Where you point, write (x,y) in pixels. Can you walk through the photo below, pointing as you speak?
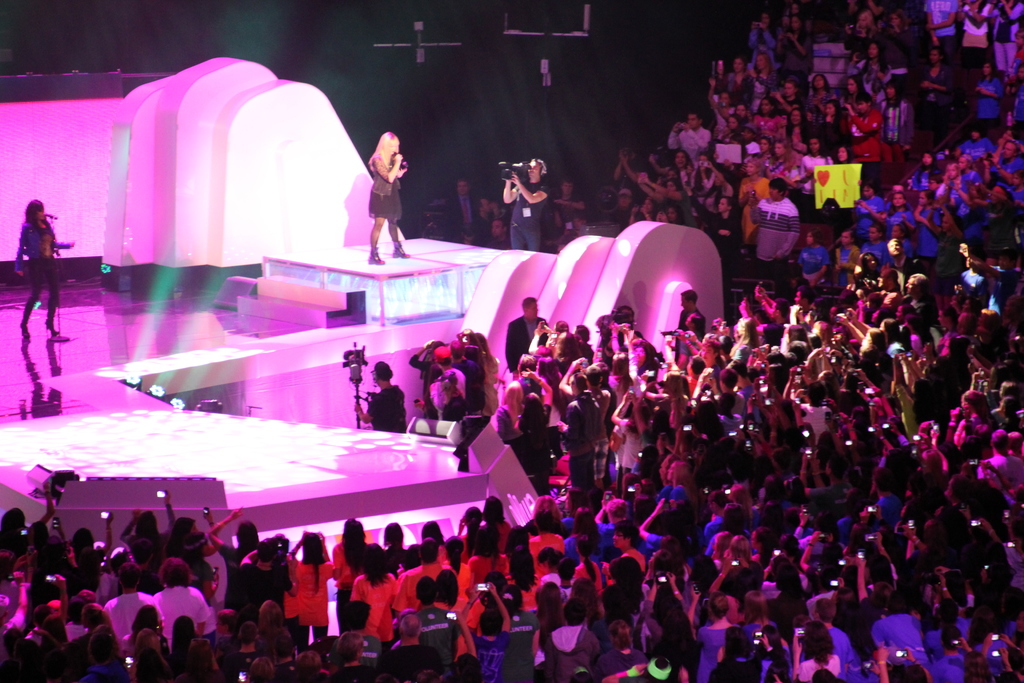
It is a concert, there is a huge crowd (533,576) around the dais (369,268) and on the dais (398,272) there are two women (380,172) performing and in front of the dais (388,324) the photographers (504,187) are capturing the videos and photos, there are three lights (164,396) fixed on the left side of the dais (169,411) and the stage (79,386) is filled with pink color light (237,306), the background (459,16) is dark.
